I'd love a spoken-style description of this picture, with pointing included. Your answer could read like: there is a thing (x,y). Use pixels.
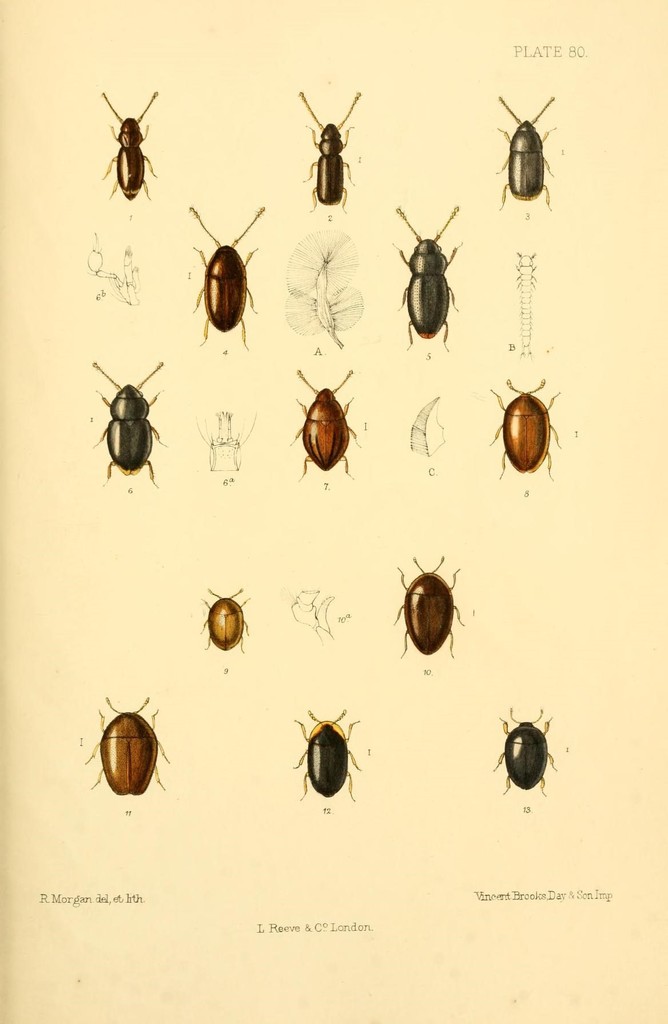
In this picture I can see the depiction of insects (145,699) and I see something is written on the top right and bottom of this picture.
